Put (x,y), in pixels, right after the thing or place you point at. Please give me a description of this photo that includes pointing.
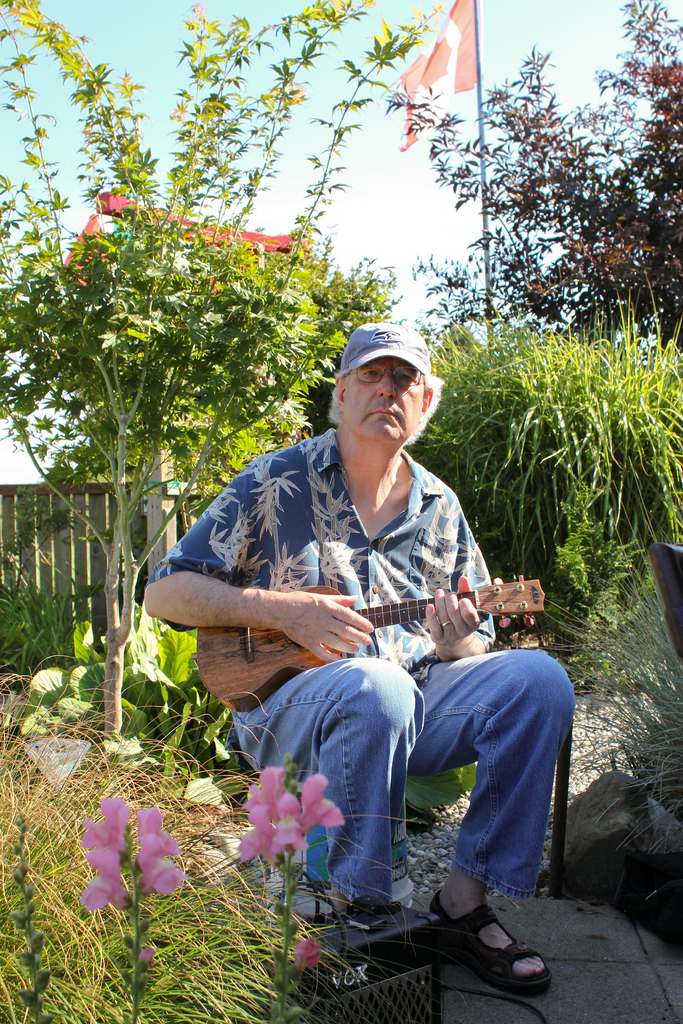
In this picture we can see a man (409,403) who is playing guitar (531,605). He has spectacles (408,368) and he wear a cap (417,340). On the background (330,267) there are trees (28,348) and this is flag (423,76). Here we can see some flowers (315,784) and there is a sky (149,41).
